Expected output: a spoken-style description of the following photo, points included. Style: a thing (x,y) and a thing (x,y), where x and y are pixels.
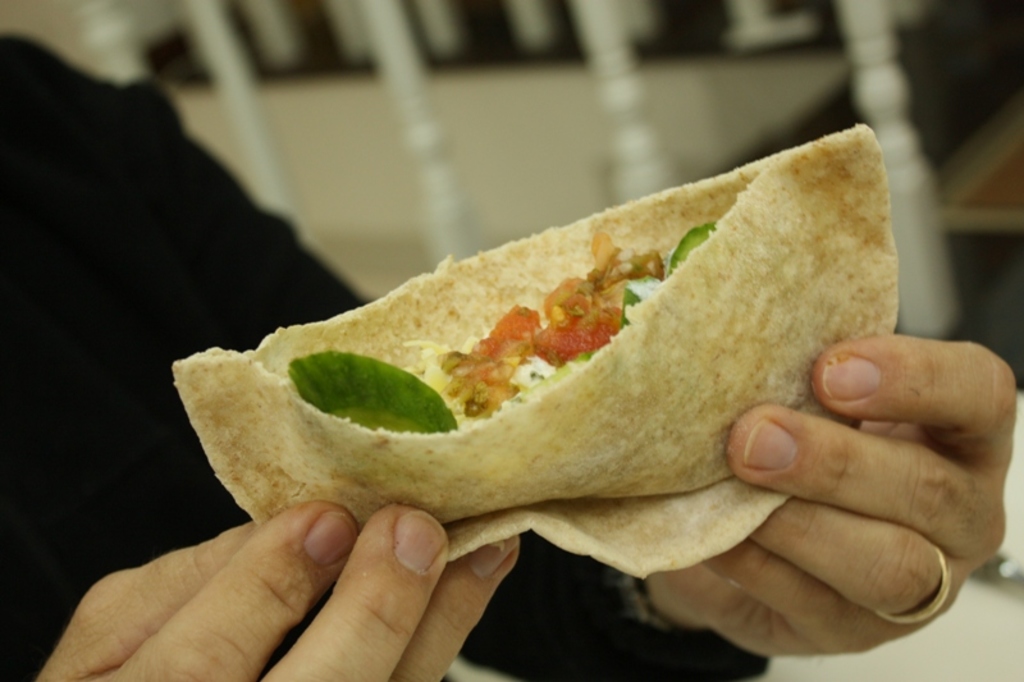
In this picture I can see a human (829,549) holding food (680,382) in his hand (984,479) and I can see a fence (376,46) on the side.
